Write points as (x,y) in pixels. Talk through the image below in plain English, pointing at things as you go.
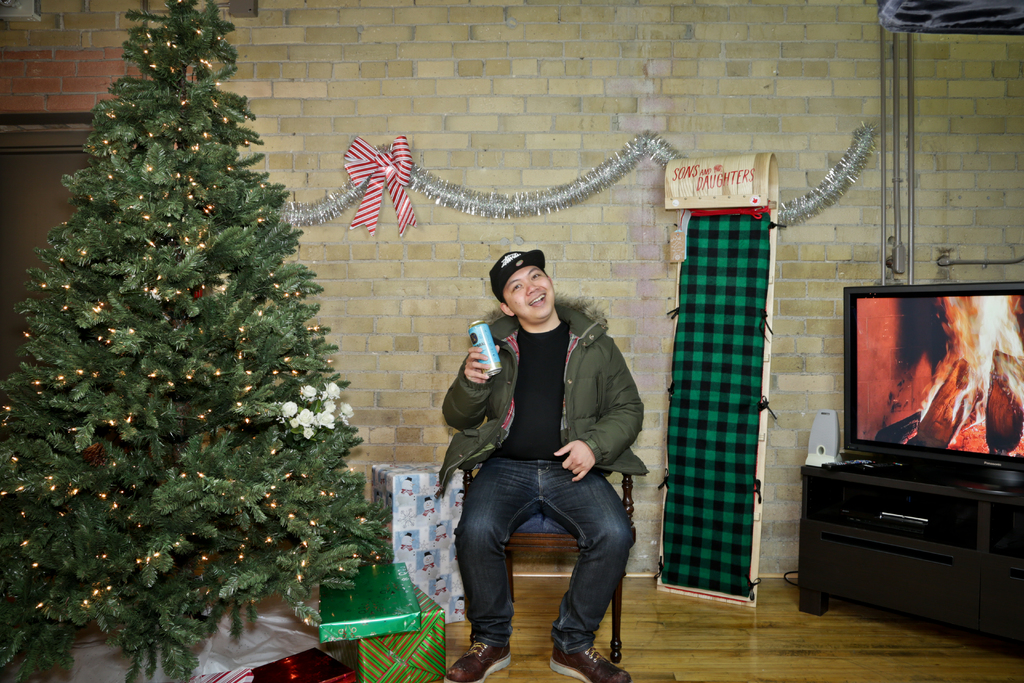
In this picture I can see there is a man (560,378) sitting here and holding a can (485,362). There are gifts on the floor (689,622). On to right (901,441) there is a television (909,370) and on to left (41,343) there is a Christmas tree (215,216) and there is a wall (349,86) in the backdrop (355,233) with some decorations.
